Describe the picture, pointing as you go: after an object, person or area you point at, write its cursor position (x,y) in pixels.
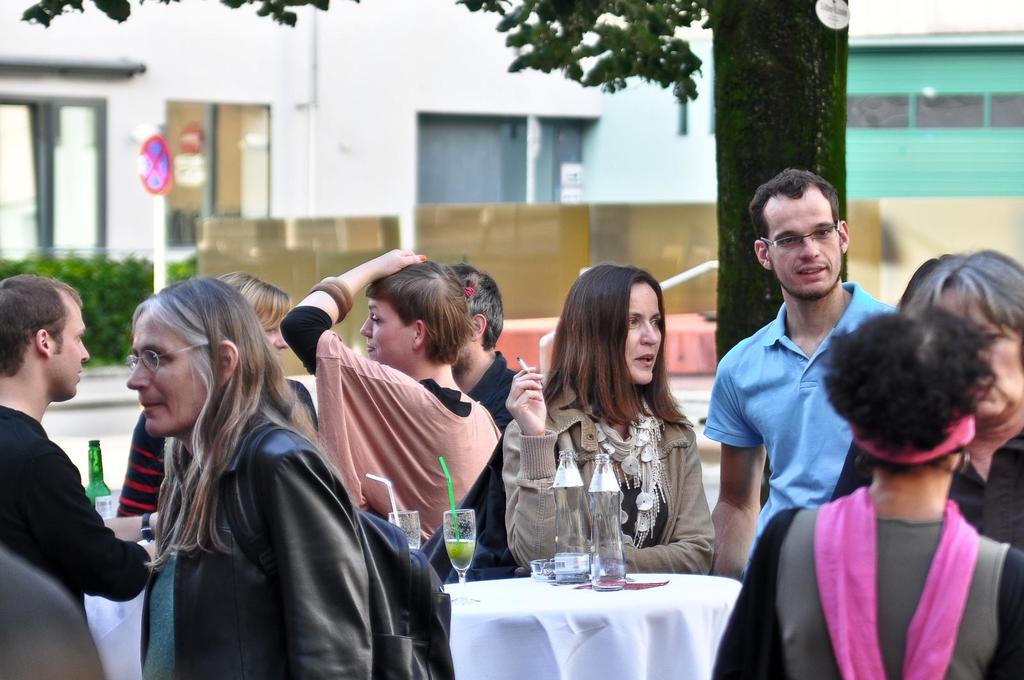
In the image there are few people (374,494) standing. And there is a table (594,605) with bottles (593,526) and glass (419,543) with liquid (453,550) and straws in it. There is a lady (539,414) holding a cigarette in her hand (528,378). Behind them there is a tree trunk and also there are leaves (572,68). And also there are buildings (642,139) with glass windows (104,141) and wall (180,252). And also there are bushes (107,343). There is a pole (161,208) with sign board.
